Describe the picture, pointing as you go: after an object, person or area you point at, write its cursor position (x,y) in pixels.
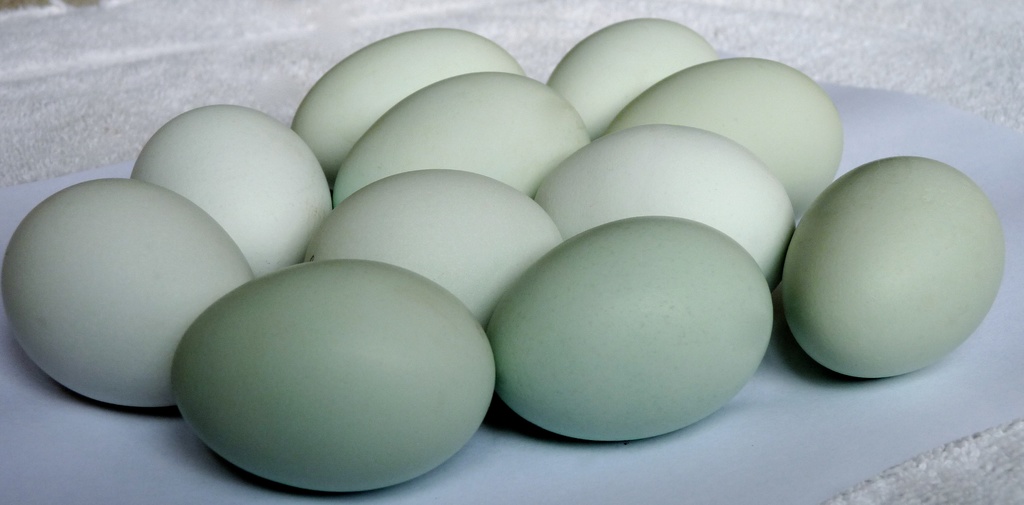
In this image, we can see some eggs (567,145) kept on the white paper (669,474).
